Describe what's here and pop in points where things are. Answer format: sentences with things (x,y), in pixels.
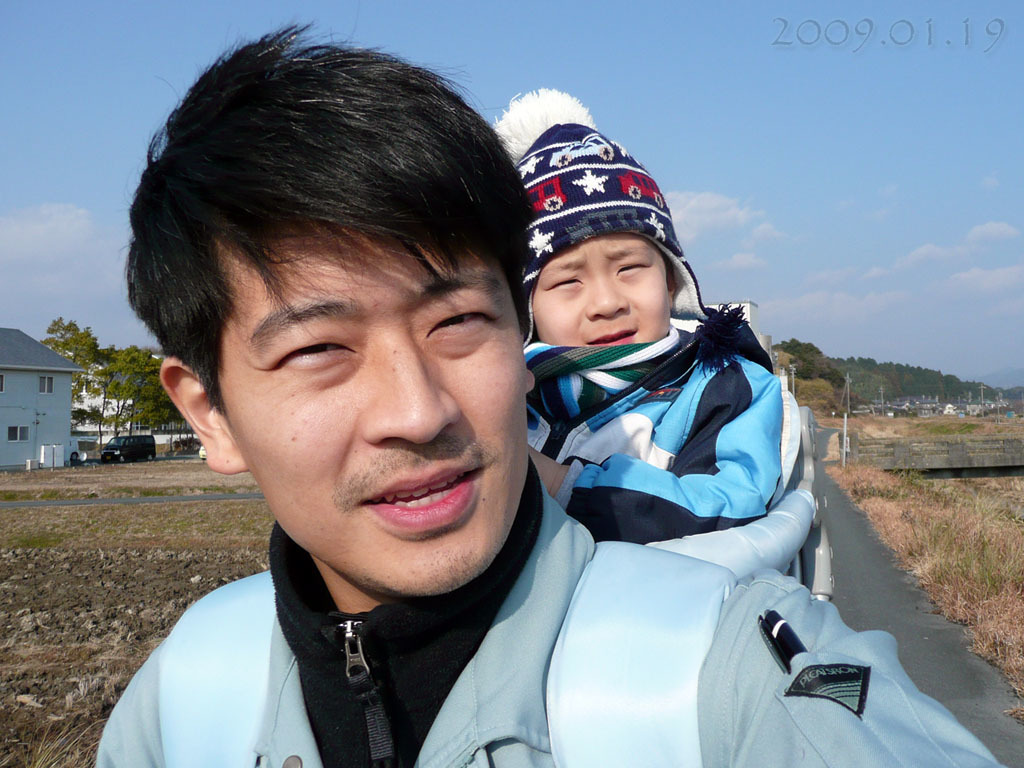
In this image we can see a man (463,605) and a boy (616,399). The man (452,589) is wearing light blue color jacket (284,698) and carrying the boy (582,388) on his back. The boy (672,375) is wearing blue and black color jacket (732,416). We can see grassy land (39,481), house (64,409), car (120,453) and trees (830,383) in the background (112,363). We can see the blue color sky (598,67) with some clouds (722,239).
